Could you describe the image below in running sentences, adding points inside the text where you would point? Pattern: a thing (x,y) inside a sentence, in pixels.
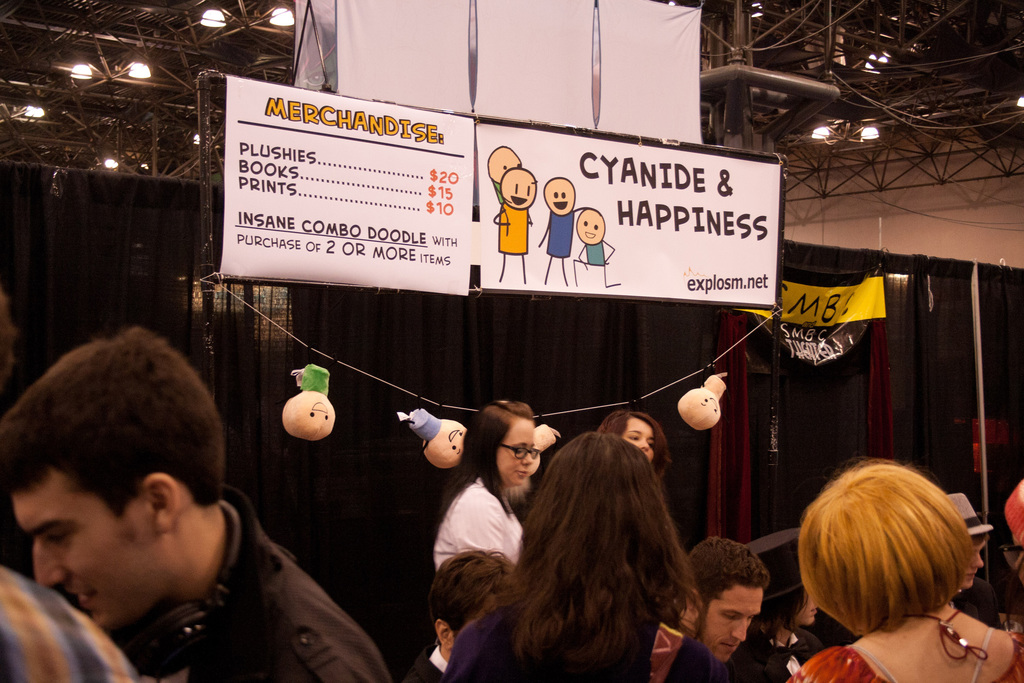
In this image at the bottom (110,580) there are some people (143,575) who are standing, and in the center (652,437) there are two women (653,447). On the top of the image (352,154) there are two boards (505,234) and some text (419,234) is written on that boards (428,243), there is one rope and some toys (724,386) which are hanging. In the background (117,62) there are some lights (274,13) and pipes (260,15), and in the center (438,341) there is one curtain (438,341) that is black in color and on the right side (876,228) there is a wall (924,229).
